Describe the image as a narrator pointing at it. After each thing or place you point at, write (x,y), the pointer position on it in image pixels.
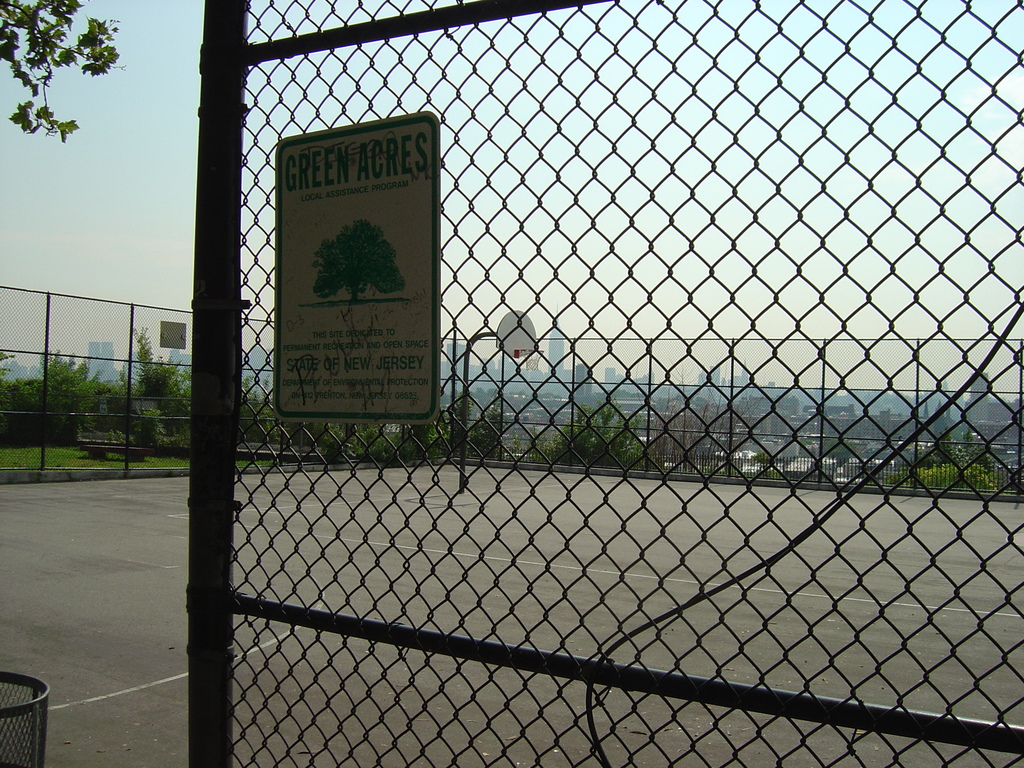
In this picture I can see buildings (795,420), trees (616,450) and I can see a bench (124,449) and a metal fence (203,432) around the basketball court (915,554) and I can see couple of boards (416,162) with some text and I can see a cloudy sky (678,216).
